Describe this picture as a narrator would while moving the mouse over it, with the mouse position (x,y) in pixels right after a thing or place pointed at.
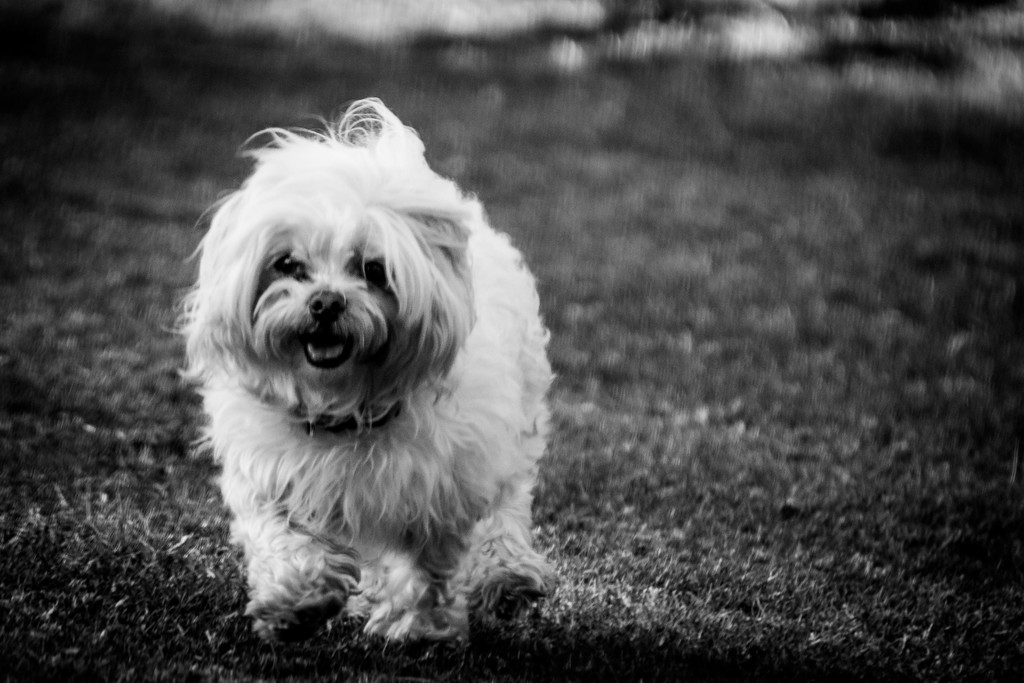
In this image I can see a dog (326,361). I can also see this image is black and white in colour.
